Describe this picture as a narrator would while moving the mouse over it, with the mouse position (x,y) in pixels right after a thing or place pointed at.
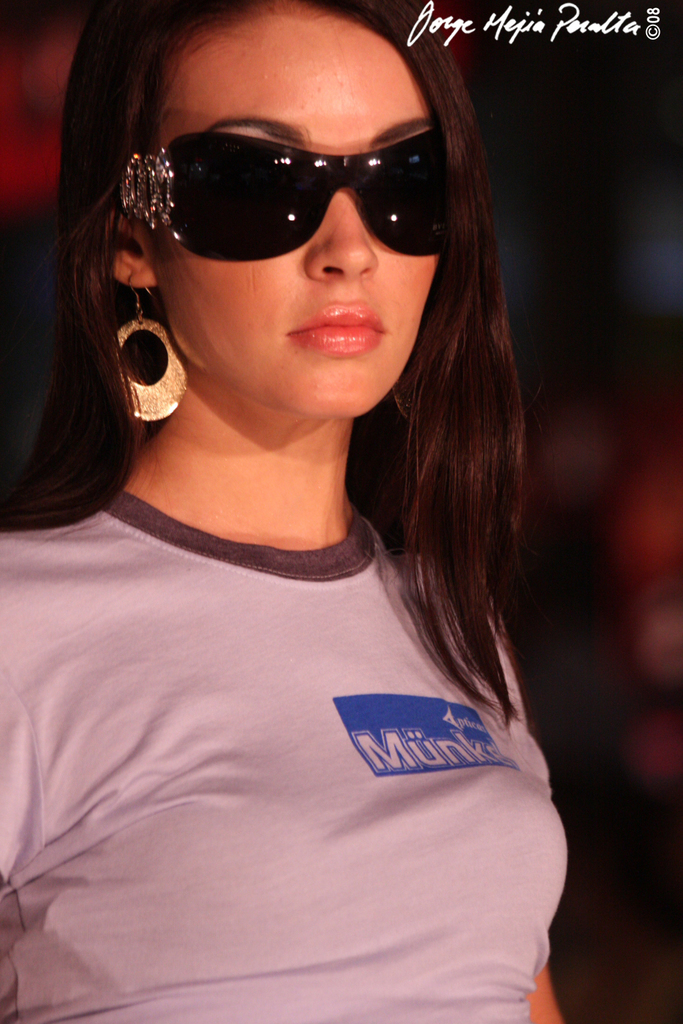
In this image we can see a woman (16,770) wearing the glasses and the background (549,133) is blurred. We can also see the text (519,17).
